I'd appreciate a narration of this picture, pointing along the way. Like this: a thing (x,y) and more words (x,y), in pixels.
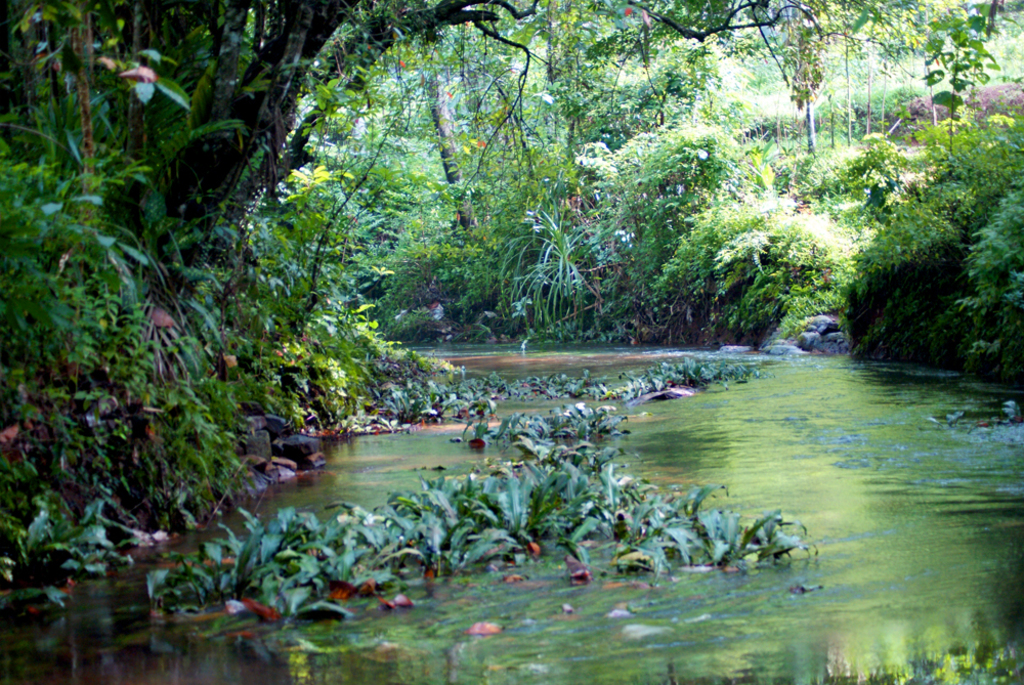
In this image, we can see trees (338,112) and at the bottom (712,537), there are some plants (581,506) in the water (666,583).
